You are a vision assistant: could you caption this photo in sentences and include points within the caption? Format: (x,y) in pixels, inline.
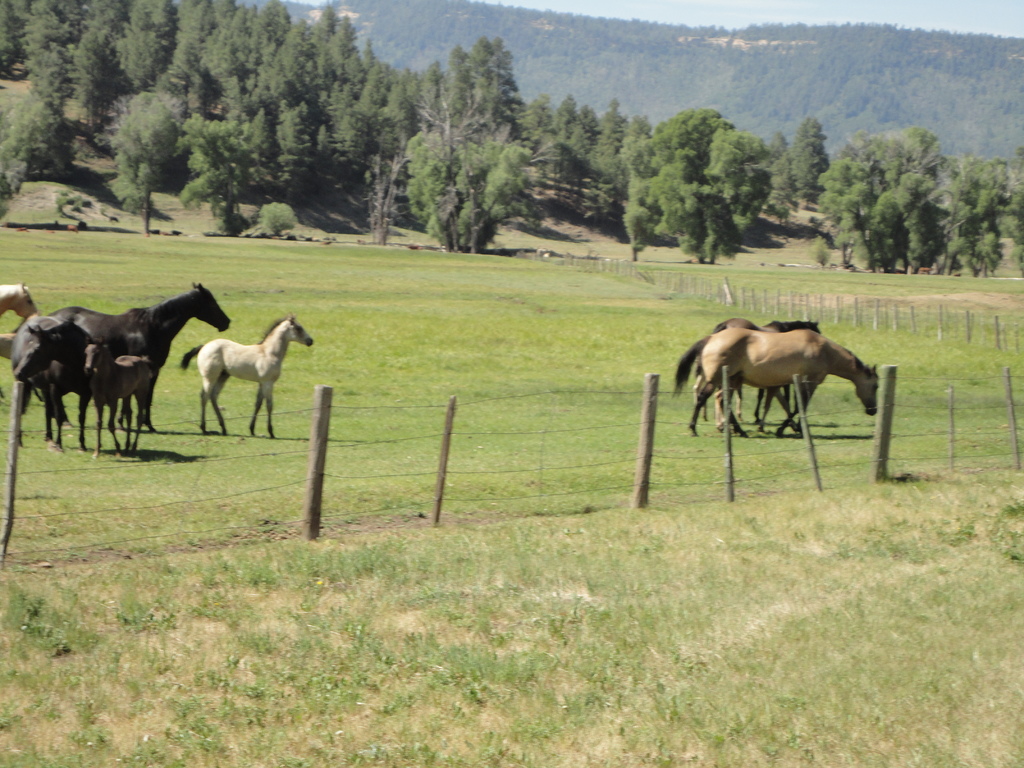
At the bottom (608,595), we see the grass (429,615) and the fence (505,482). Behind that, we see the horses (183,320) and the foals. On the right side (1006,334), we see the grass (983,349) and the fence (813,312). There are trees (704,249) and the hills (633,107) in the background (645,125). In the right top (785,20), we see the sky (994,23).
